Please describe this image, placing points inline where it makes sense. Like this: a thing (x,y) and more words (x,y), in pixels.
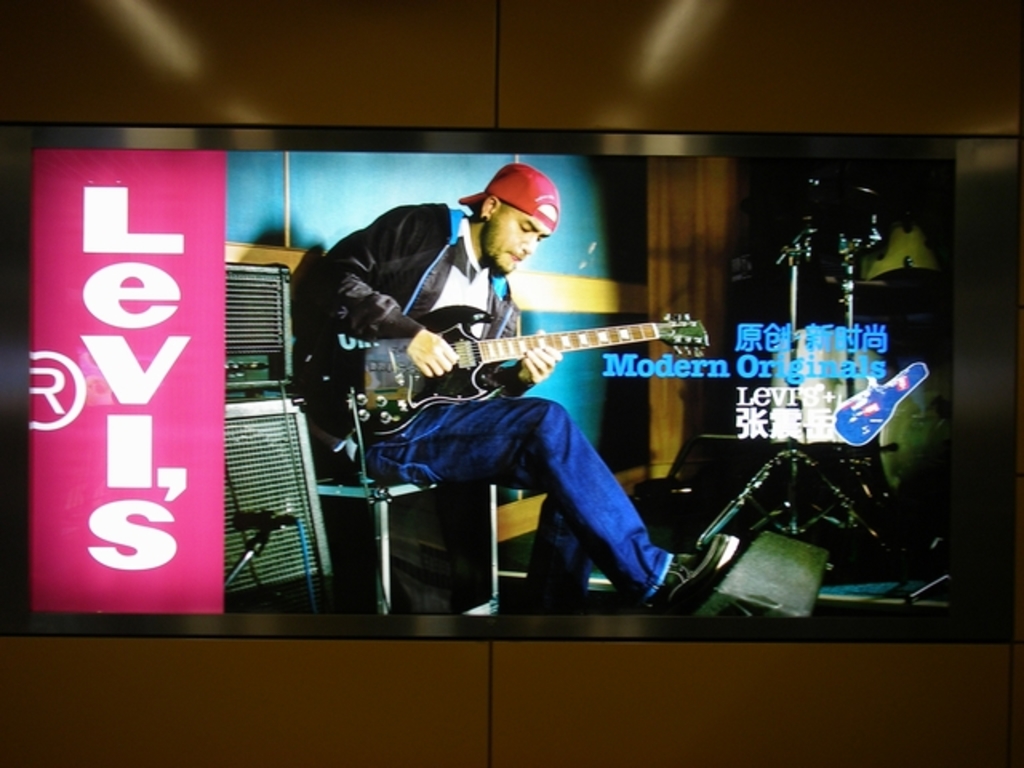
We can see screen (480,324), in this screen (332,266) there is a person (374,323) sitting and playing guitar (491,355) and we can see microphone (262,521) and devices (305,527). We can see wall (540,68).
